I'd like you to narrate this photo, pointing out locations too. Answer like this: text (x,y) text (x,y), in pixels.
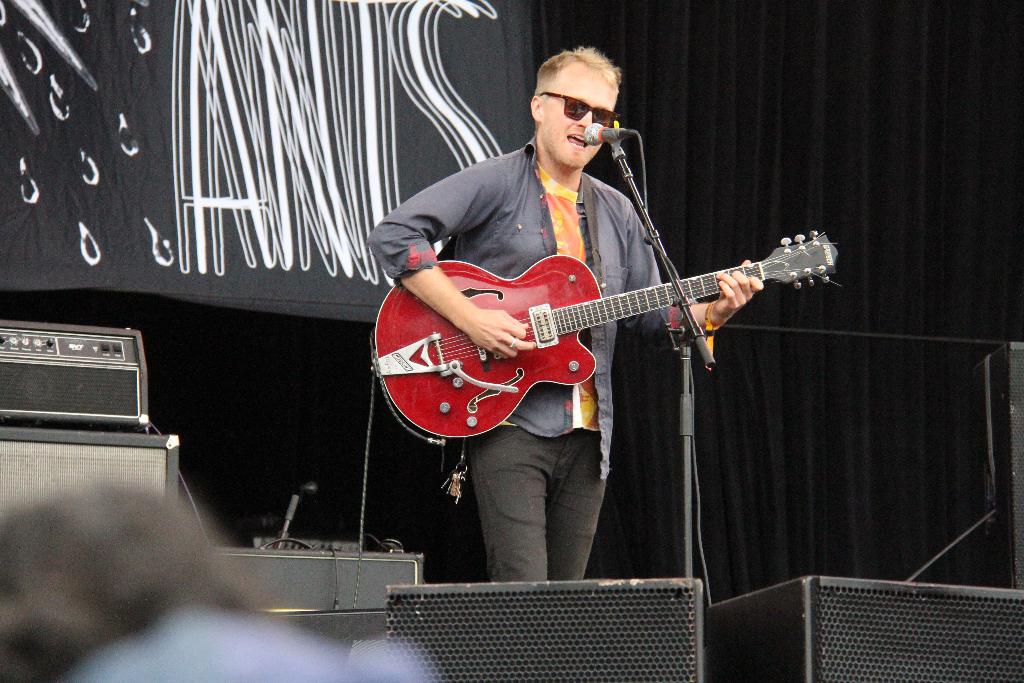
In this image there is a man (544,390) standing. He is playing a guitar (625,301). In front of him there is a microphone (626,132). Behind him there is a curtain (868,138) to the wall (805,121). To the left (66,405) there are speakers (97,387) and audio mixers (142,362). At the bottom (700,656) there are boxes (824,658).
